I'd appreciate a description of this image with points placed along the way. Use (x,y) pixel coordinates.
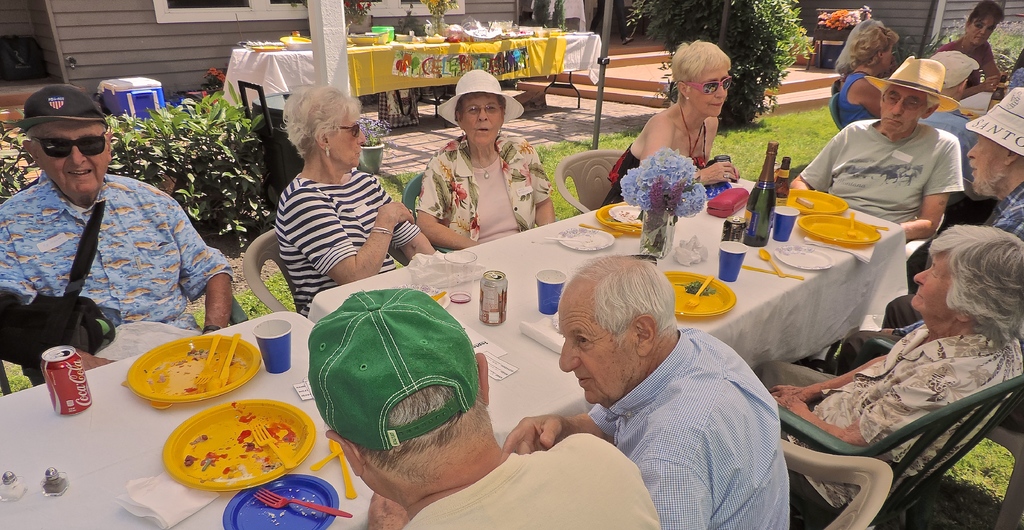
There are many people (651,137) sitting in the chairs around the table (841,266) on which some plates (831,233), bottles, spoons (760,255), cups (785,219) are placed. There are men (613,419) and women (947,317) in this group (548,181). Some of them are wearing spectacles (720,85). In the background (736,53) there are some plants (757,46) and some people (881,47) were sitting. We can observe a table (351,51) and a pillar (334,14) too here.
